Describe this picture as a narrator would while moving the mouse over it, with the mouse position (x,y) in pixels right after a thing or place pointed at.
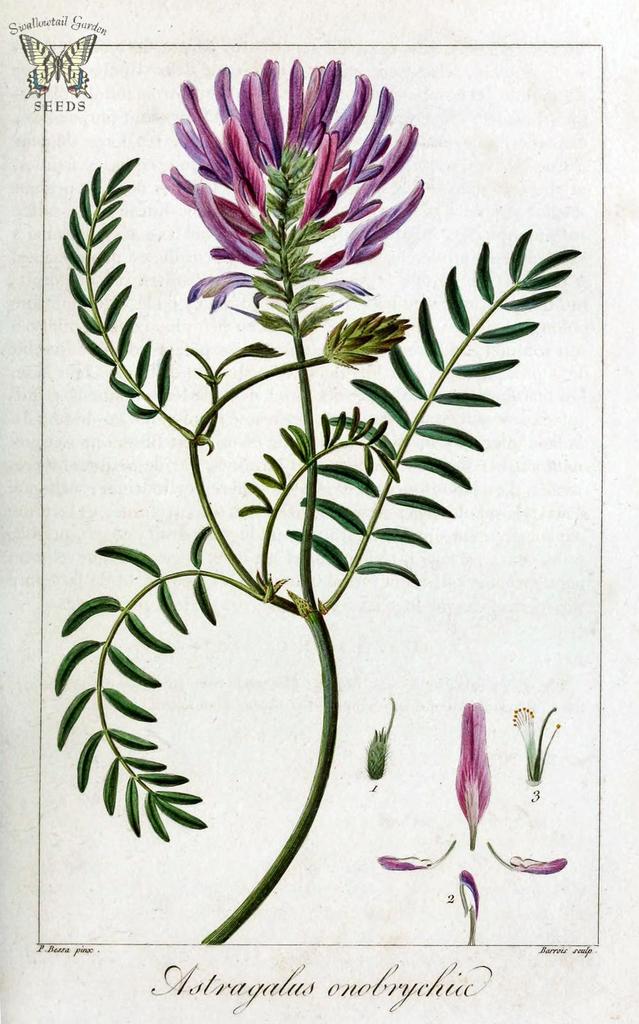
There is a paper (276,406). On that there is a stem (196,461) with leaves (328,423), bud (364,358) and flowers (334,190). On the top left corner (54,72) there is a butterfly (50,58) with something written on that. Also on the bottom (163,971) something is written.
